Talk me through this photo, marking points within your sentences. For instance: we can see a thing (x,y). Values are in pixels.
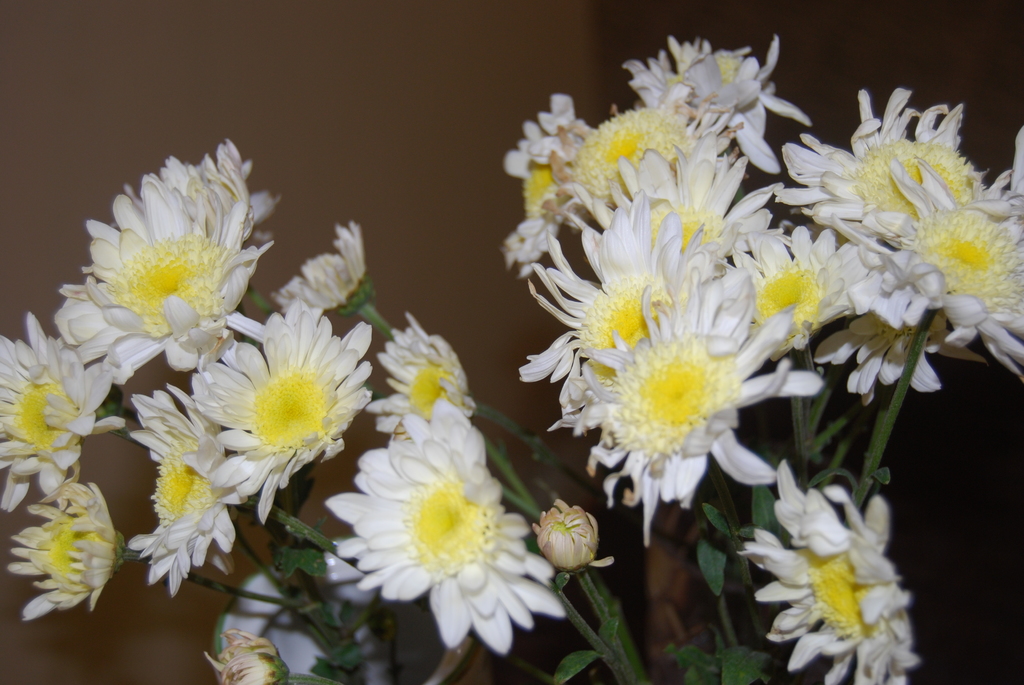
In this image we can see flowers (601,260). In the background of the image (328,243) there is wall (335,43).
